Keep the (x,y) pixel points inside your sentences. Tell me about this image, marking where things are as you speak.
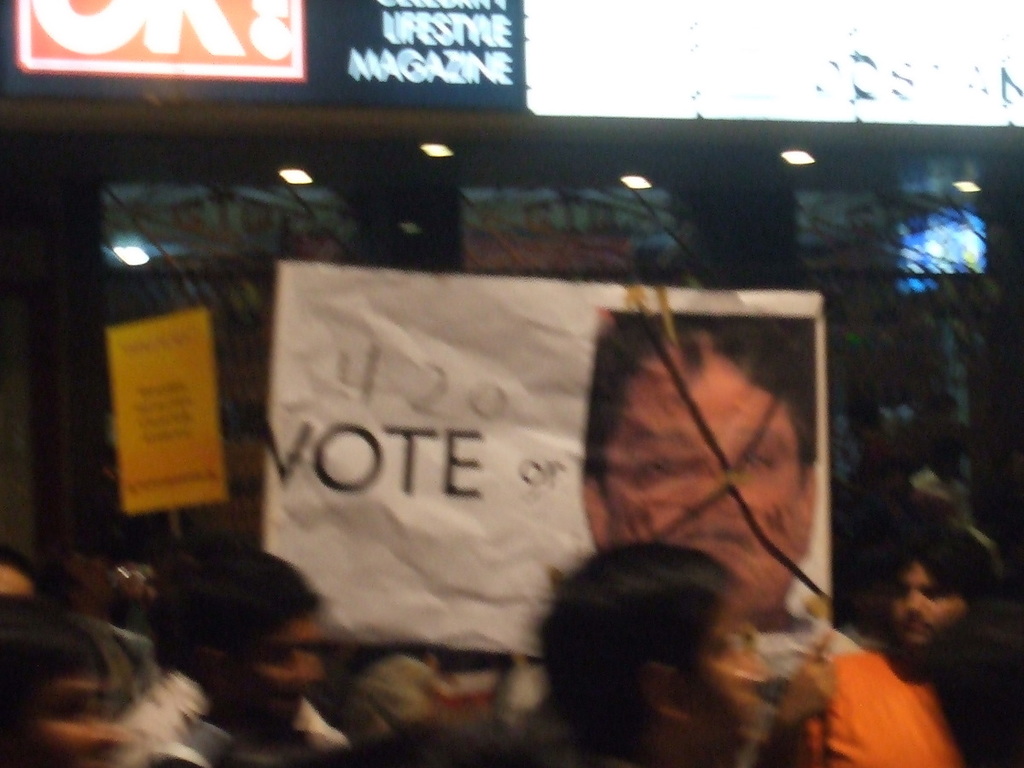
In this picture, we can see a few people (925,584), and a few (931,572) are holding posters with some text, and images (754,431) on it, we can see posters (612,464) with lights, and we can see a few lights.
